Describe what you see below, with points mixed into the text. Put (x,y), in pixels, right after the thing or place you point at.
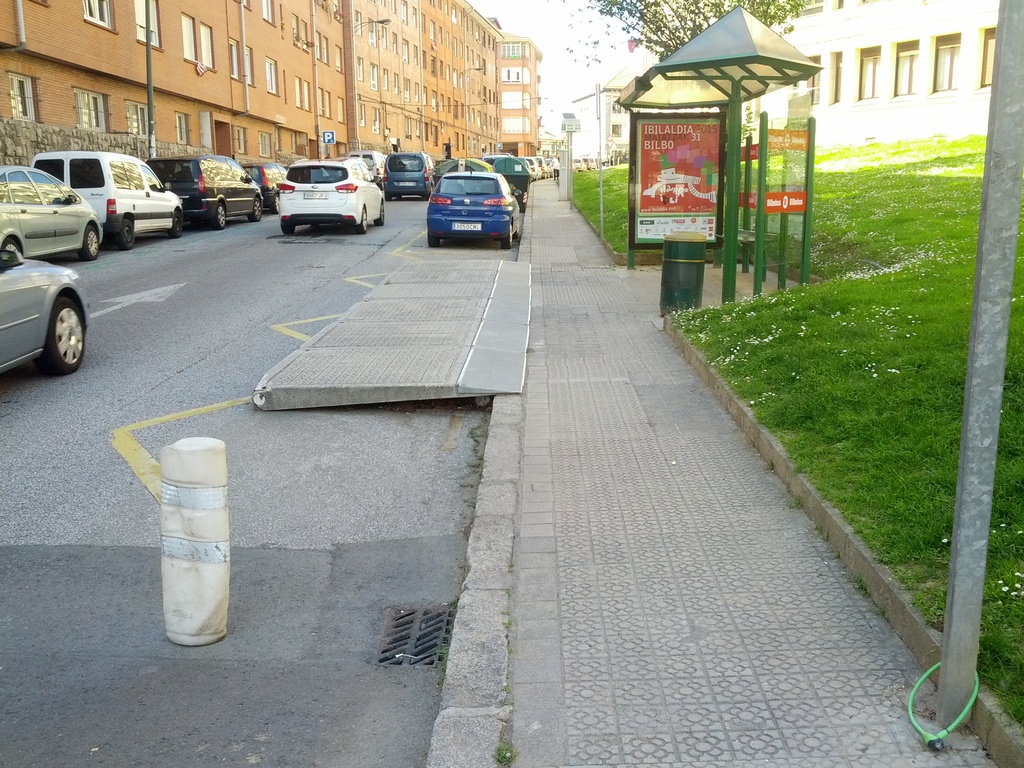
In this image we can see cars (208,218) on the road (144,357). In the background (215,126) there are buildings (93,71), trees (647,35), board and sky (553,115).
